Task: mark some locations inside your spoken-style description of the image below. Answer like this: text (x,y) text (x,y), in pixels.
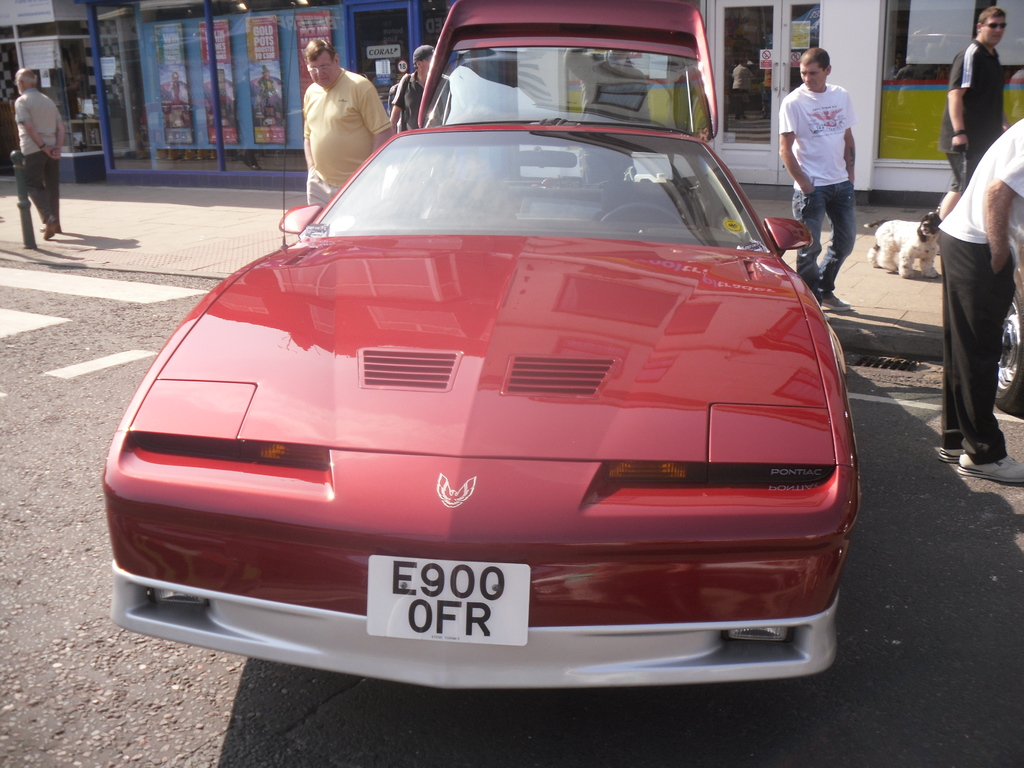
In this image I can see a car (386,449) on the road (183,695). I can see some people (965,182). In the background (759,94), I can see a door (769,72).
